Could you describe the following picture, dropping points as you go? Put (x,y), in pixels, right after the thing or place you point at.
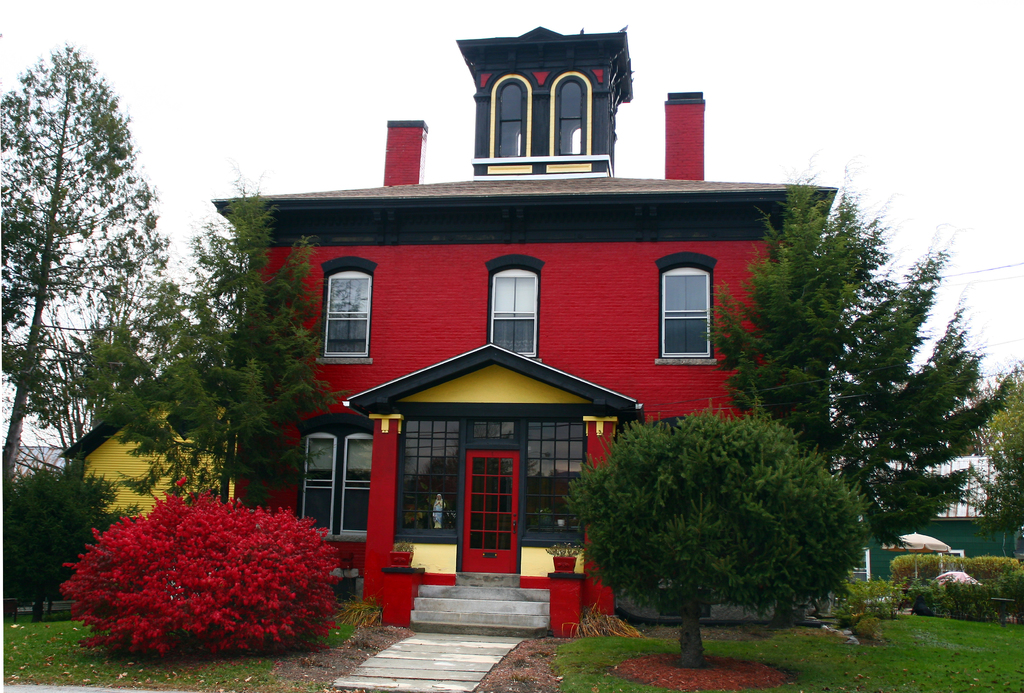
In this image there is a house (463,391) in the middle (383,361) and there are trees (152,390) around it. In front of the house (495,456) there are steps (464,587). On the left side (233,576) there is a red colour plant (185,565). At the top (233,62) there is sky (233,62).
